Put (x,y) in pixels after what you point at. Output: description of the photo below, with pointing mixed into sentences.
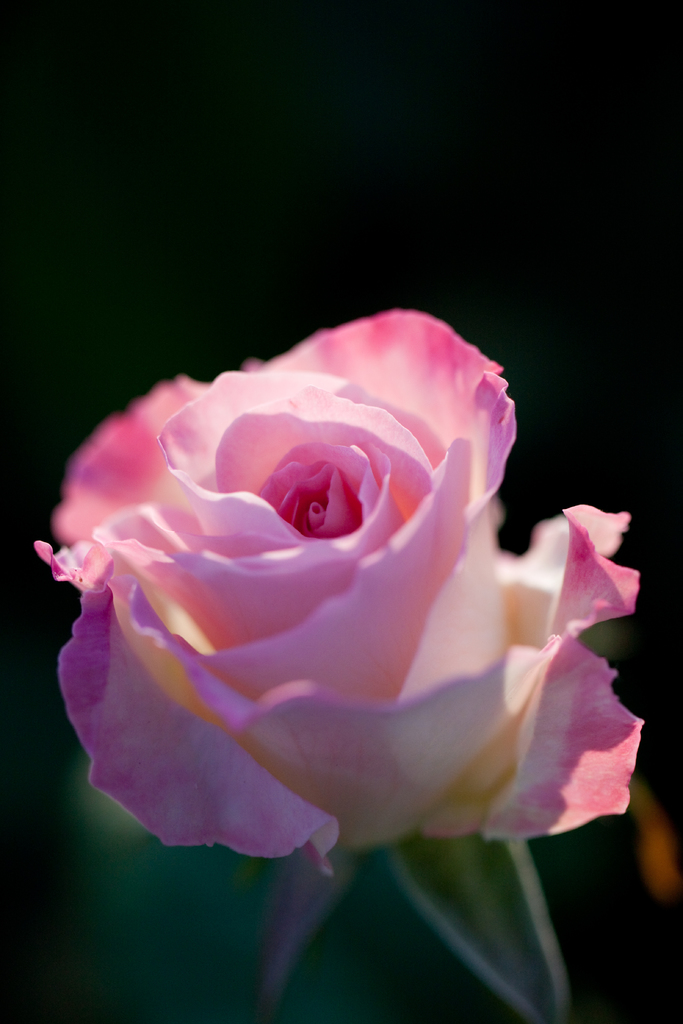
In this image, I can see a pink flower (336,690) and there is a dark background (463,123).
